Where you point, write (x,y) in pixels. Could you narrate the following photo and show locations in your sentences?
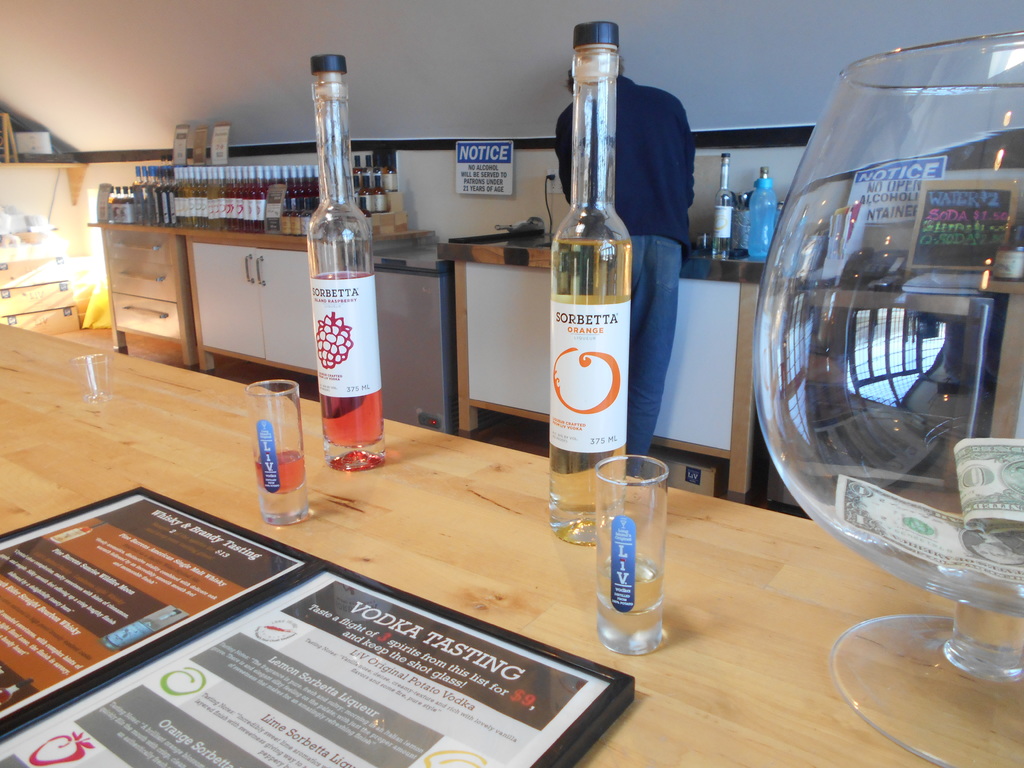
In this image I can see bottles (336,372), glasses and the menu (228,549) on the table (191,400). In the back (624,134) there is a person (634,213) standing in front of the wall (519,165) and there are many wine bottles (245,216) on the table (260,249).
